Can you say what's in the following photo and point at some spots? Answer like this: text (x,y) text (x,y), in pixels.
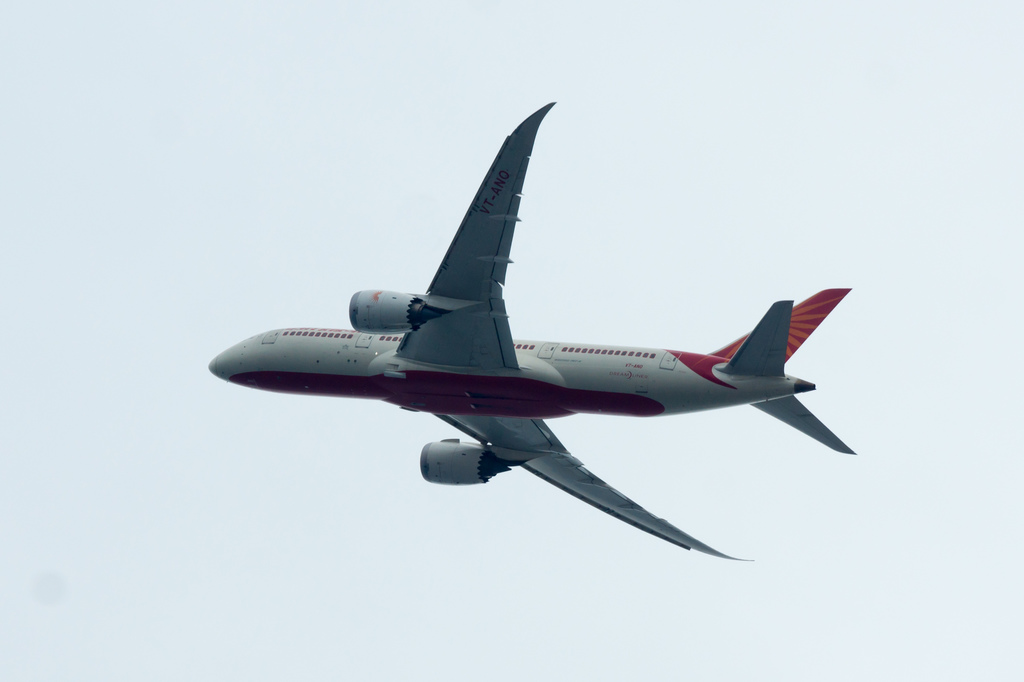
In the middle of this image (572,385), there is an airplane (386,373) flying in the air (763,237). In the background (735,298), there are clouds (564,579) in the sky (877,495).
